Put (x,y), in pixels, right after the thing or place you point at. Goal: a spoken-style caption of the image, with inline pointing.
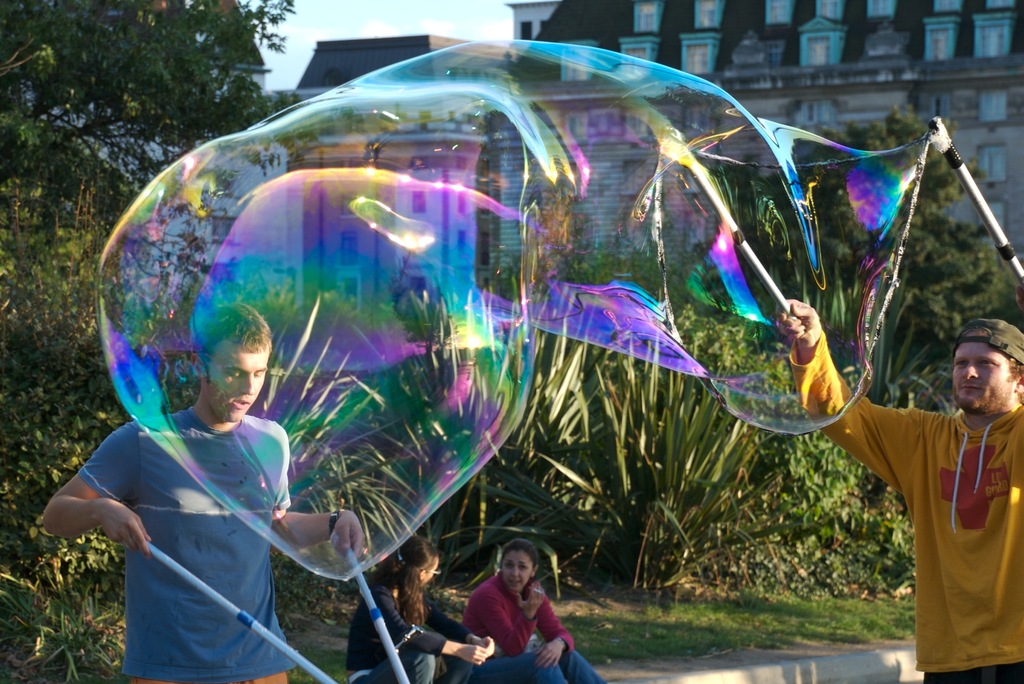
In the foreground of this image (227,550), there are two men (932,435) standing and holding two sticks (402,668) through which an air bubble (521,313) is coming through it. In the background (682,571), there are two women (523,624) sitting, the grass (738,621), trees (159,71), building (651,3) and the sky (356,26).
